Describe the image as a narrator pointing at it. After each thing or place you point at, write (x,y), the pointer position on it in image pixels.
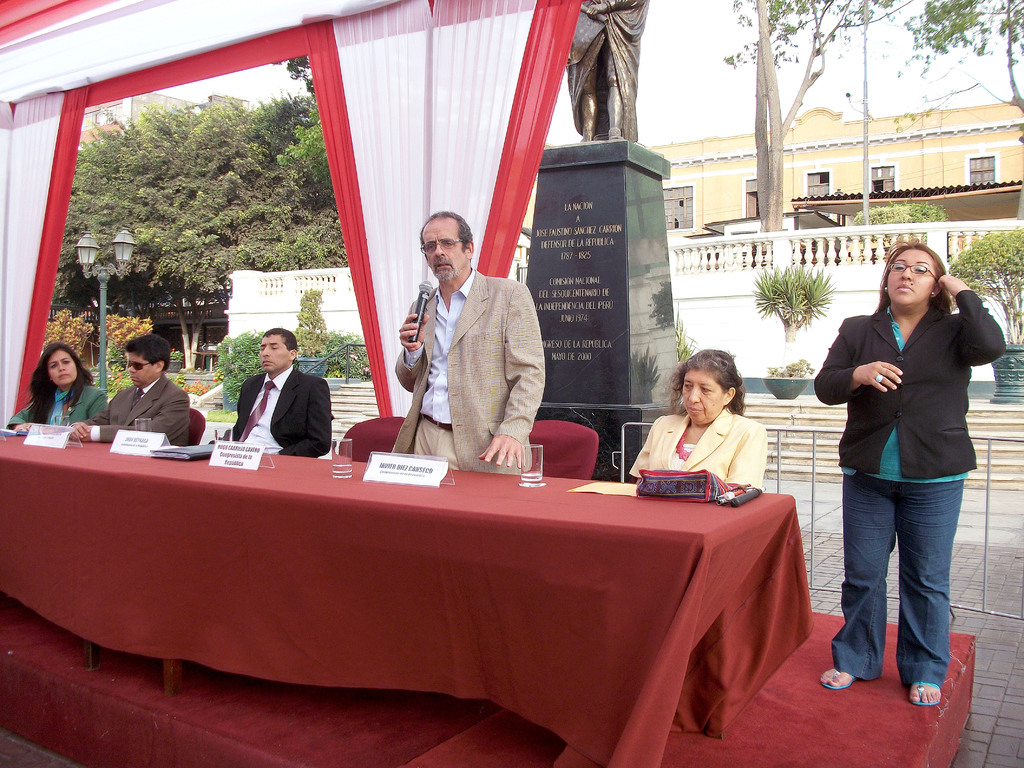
As we can see in the image there is a table (594,507) on which it is covered with red colour cloth (643,524) and four people (23,421) are sitting on the chairs (352,434) and at the back (594,187) there is a statue (612,60) of a person (604,71) and a person (448,392) here is standing and holding a mike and beside the women (748,442) there is another women (944,492) standing and at the back of the people (469,340) there is a building (855,206) and beside the building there are lot of trees (198,230) and in front of it there is street lamp pole (101,285).
